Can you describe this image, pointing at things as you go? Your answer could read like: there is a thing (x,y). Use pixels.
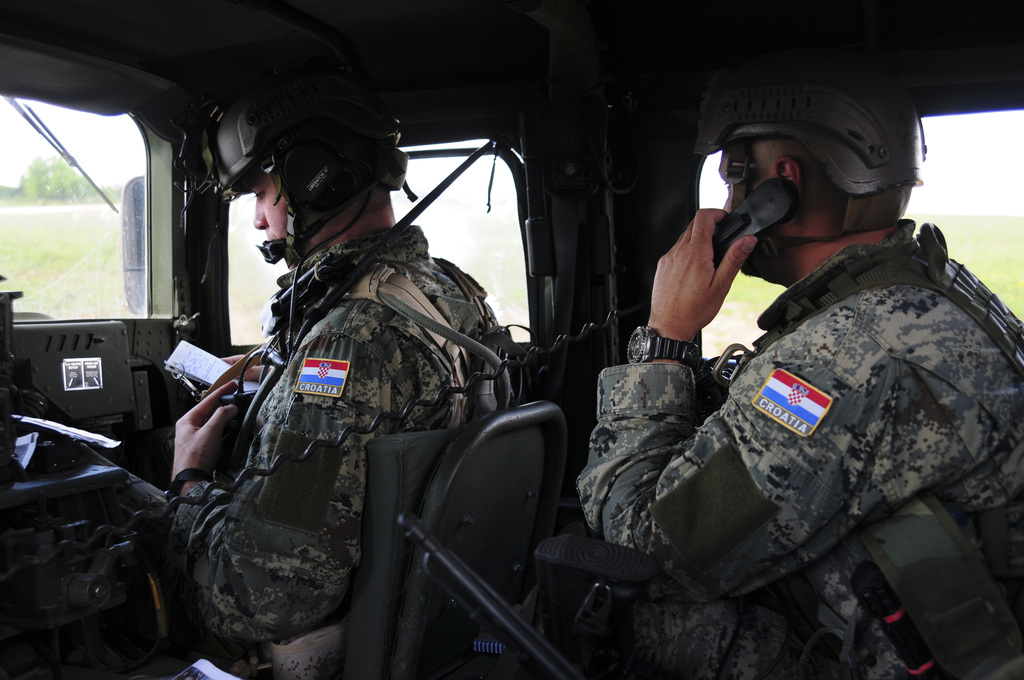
In this image there are persons (302,343) sitting inside the vehicle (30,600) and outside the windows (88,233) there are trees (30,180).
